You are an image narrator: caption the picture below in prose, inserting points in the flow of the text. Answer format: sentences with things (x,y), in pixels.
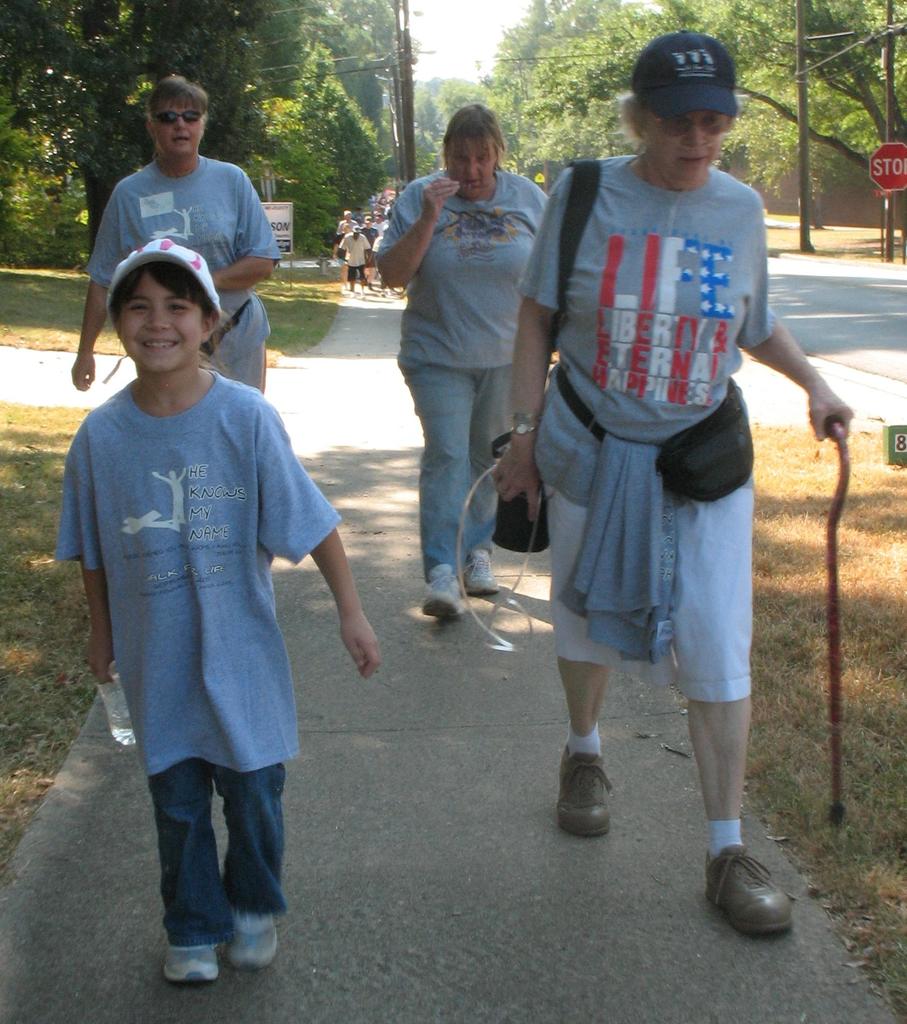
This picture is taken from the outside of the city. In this image, in the middle (603,555), we can see four people (292,463) are walking on the road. In the background (358,271), we can see a group of people (363,226), trees (736,158), plants (418,95), electric pole (893,116), electric wires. At the top (460,5), we can see a sky (473,2), at the bottom (845,746), we can see a road (610,814) and a grass (845,746).
